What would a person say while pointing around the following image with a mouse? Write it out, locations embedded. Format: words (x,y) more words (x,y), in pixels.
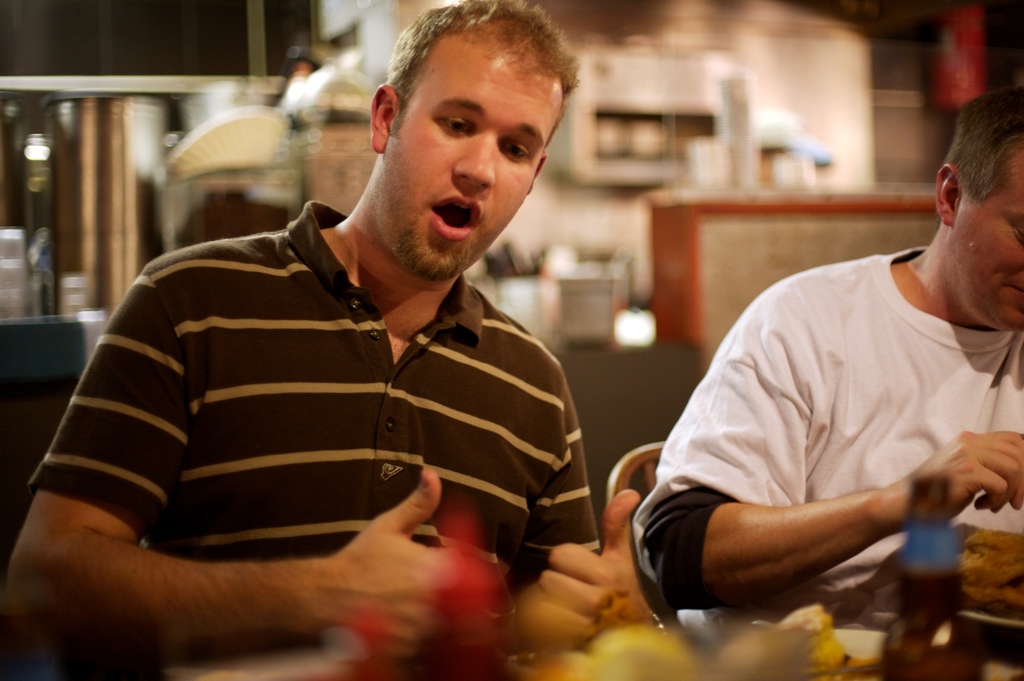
The man (417,407) in brown t-shirt (254,382) is sitting on the chair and he is talking something. Beside him, the man (785,507) in white t-shirt (800,408) is also sitting on a chair (648,487). In front of them, we see a table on which a plate (966,587) containing food (962,579) and bottle (885,659) are placed. Behind them, there are counters (795,216) and in the background (364,142), it is blurred.
